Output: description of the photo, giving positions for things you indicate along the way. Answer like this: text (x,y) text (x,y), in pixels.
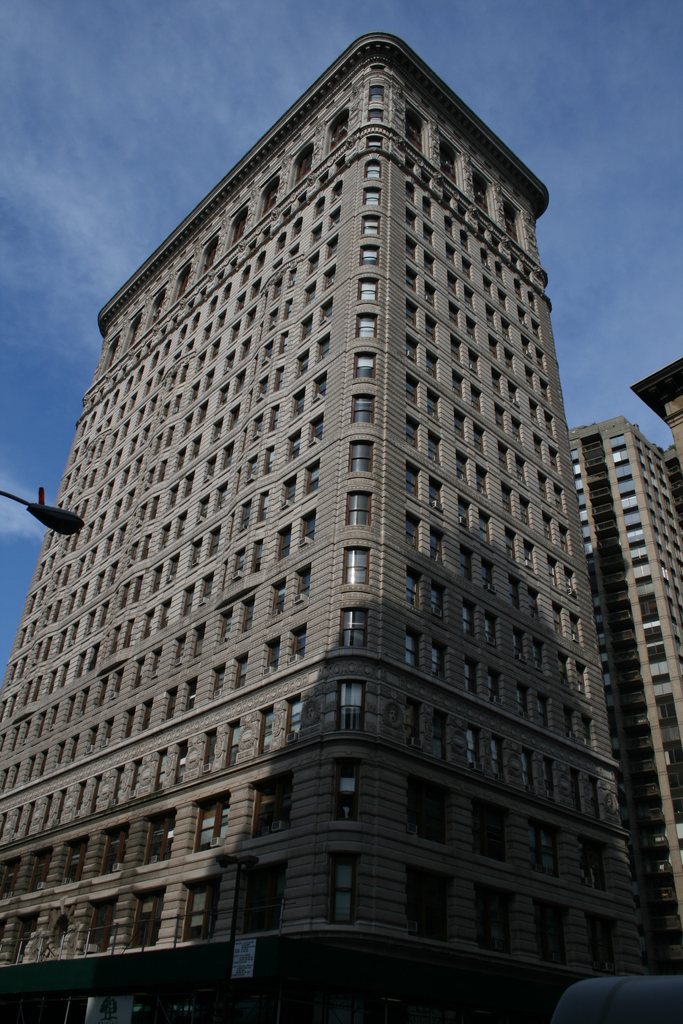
In this image we can see some buildings (452,610) with windows (490,681). We can also see some street poles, a signboard (249,973) and the sky (131,237) which looks cloudy.
